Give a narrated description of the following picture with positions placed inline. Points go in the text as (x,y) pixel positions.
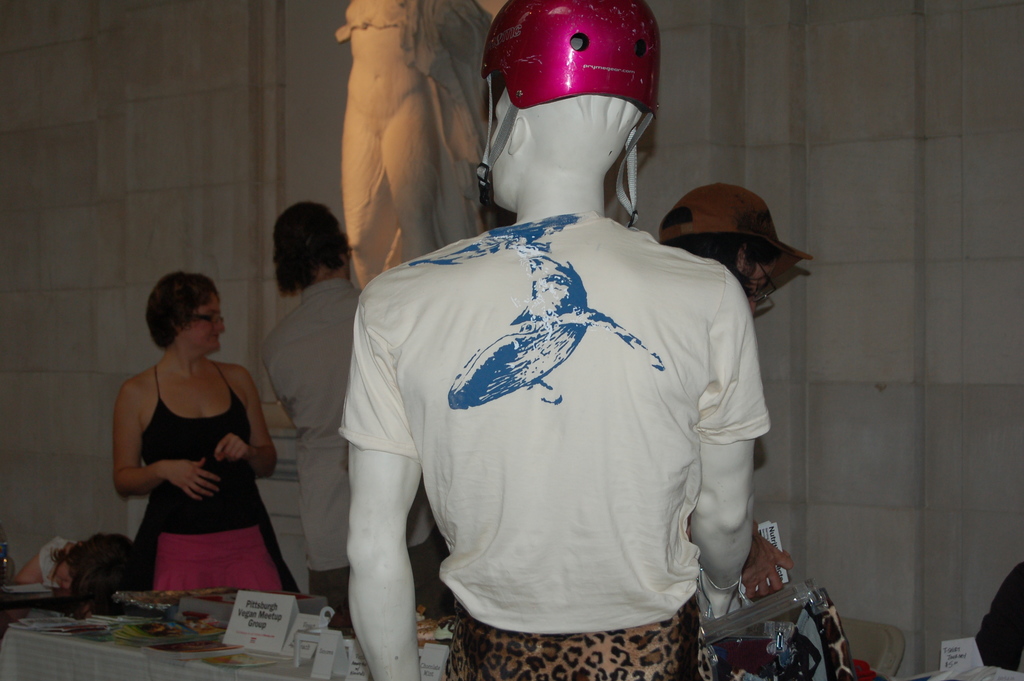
In this picture we can see some people (80,590) are standing in front (219,610) there is a table (20,667) arranged, on its few objects (203,619) is placed. We can see one mannequin (588,464).
